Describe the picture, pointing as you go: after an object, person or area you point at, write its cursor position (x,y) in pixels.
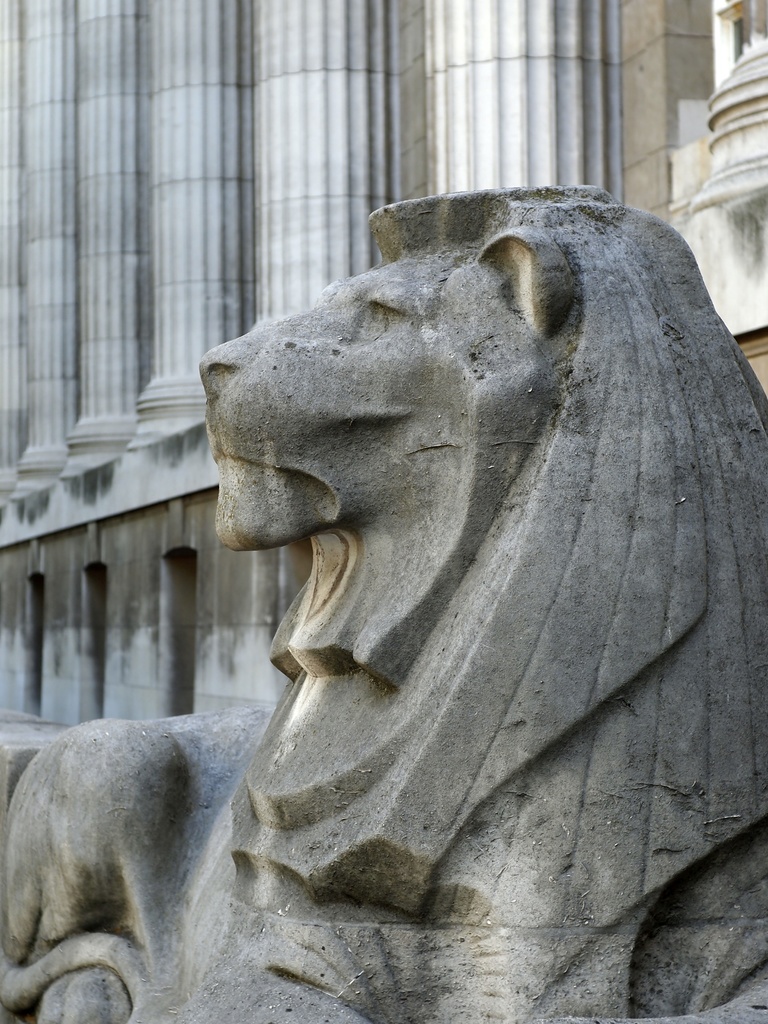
In this picture we can see the statue (528,479) of an animal (728,651), we can see the wall (17,658) with pillars (352,229).
